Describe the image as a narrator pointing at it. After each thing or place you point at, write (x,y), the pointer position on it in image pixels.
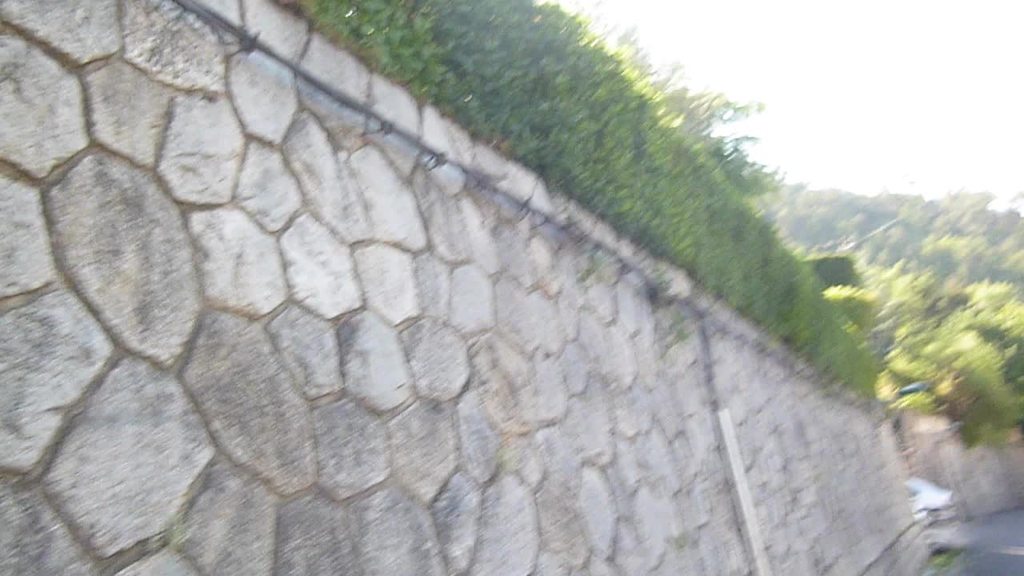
In this picture we can see a wall (321,291), plants (668,209) and trees (892,322).
